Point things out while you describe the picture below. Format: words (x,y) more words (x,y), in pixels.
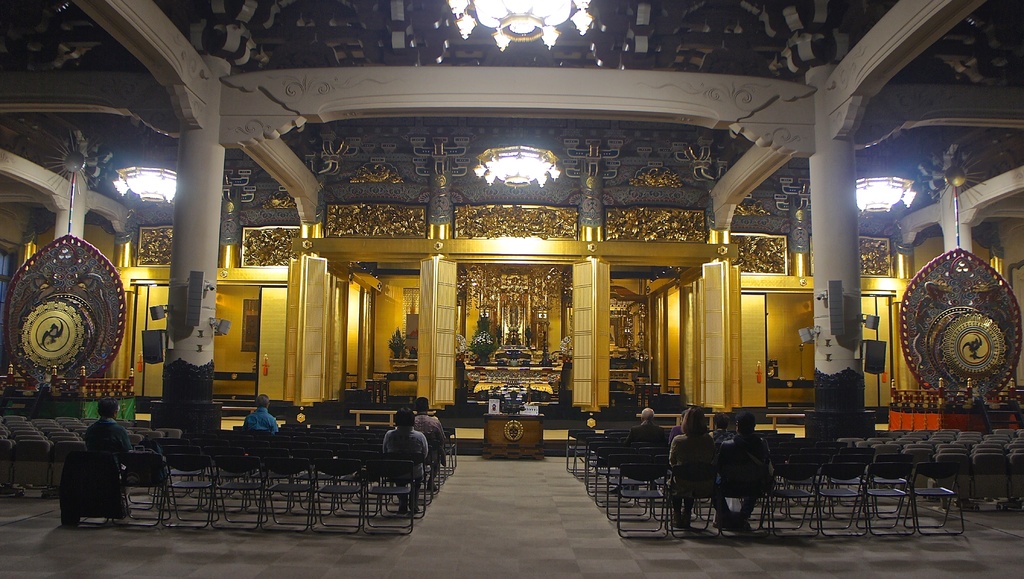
In the image we can see there are people (428,421) sitting on the chair (576,466) and there is a building (461,400). There are four chandeliers (524,172) on the top (487,172).
